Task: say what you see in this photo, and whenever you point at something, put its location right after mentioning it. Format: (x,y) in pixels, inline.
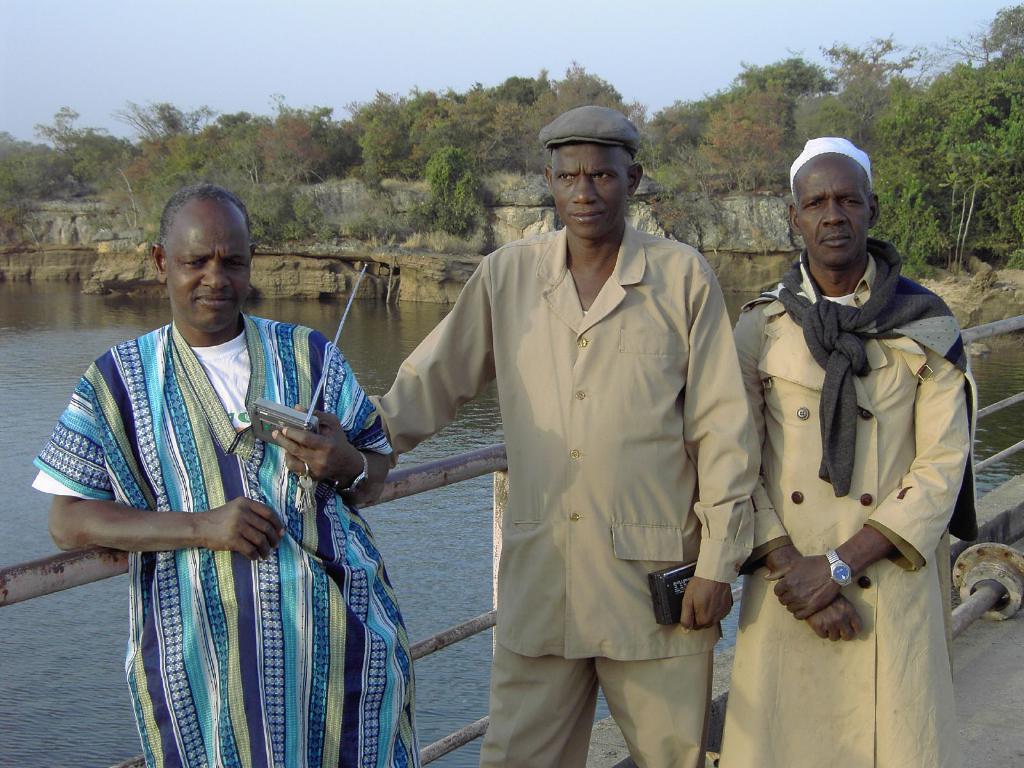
In this picture I can see there are three people (633,447) standing here on the bridge (952,570) and there is a lake (425,592) here, in the backdrop (613,18) I can see there is a mountain (386,234) and there are some trees (463,160) and the sky (160,101) is clear.
